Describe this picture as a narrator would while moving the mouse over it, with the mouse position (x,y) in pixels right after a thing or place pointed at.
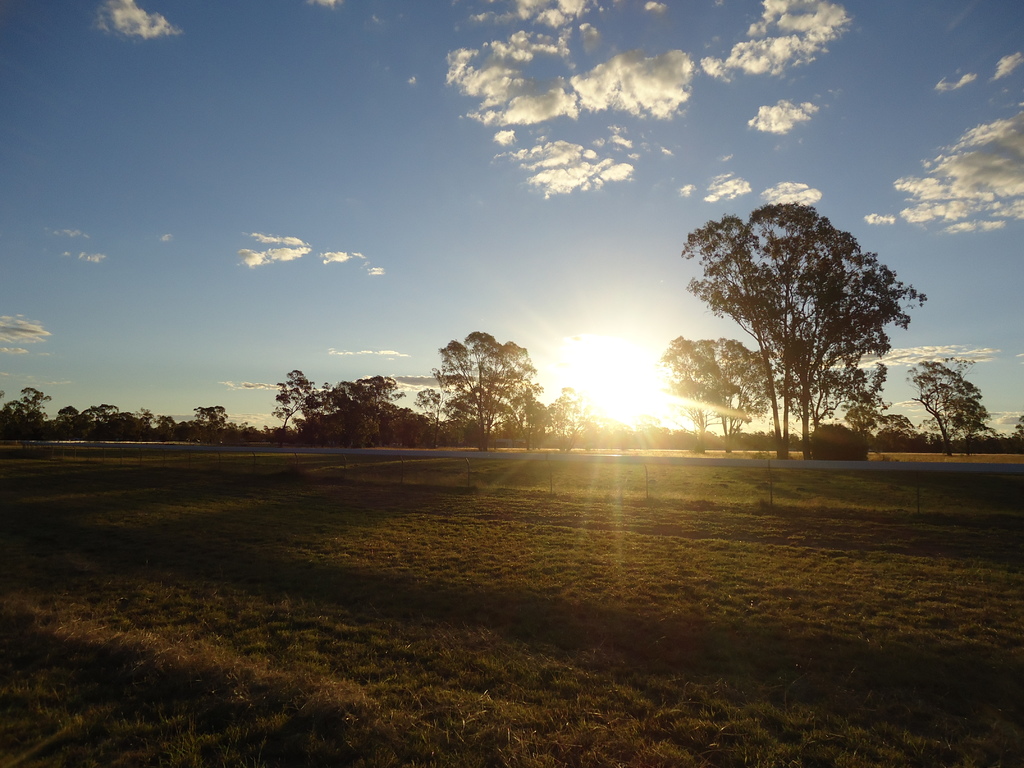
In this image I can see the grass (322,643) and many trees (449,435). In the background (571,375) I can see the sun (614,385), clouds (632,70) and the blue sky (258,131).
